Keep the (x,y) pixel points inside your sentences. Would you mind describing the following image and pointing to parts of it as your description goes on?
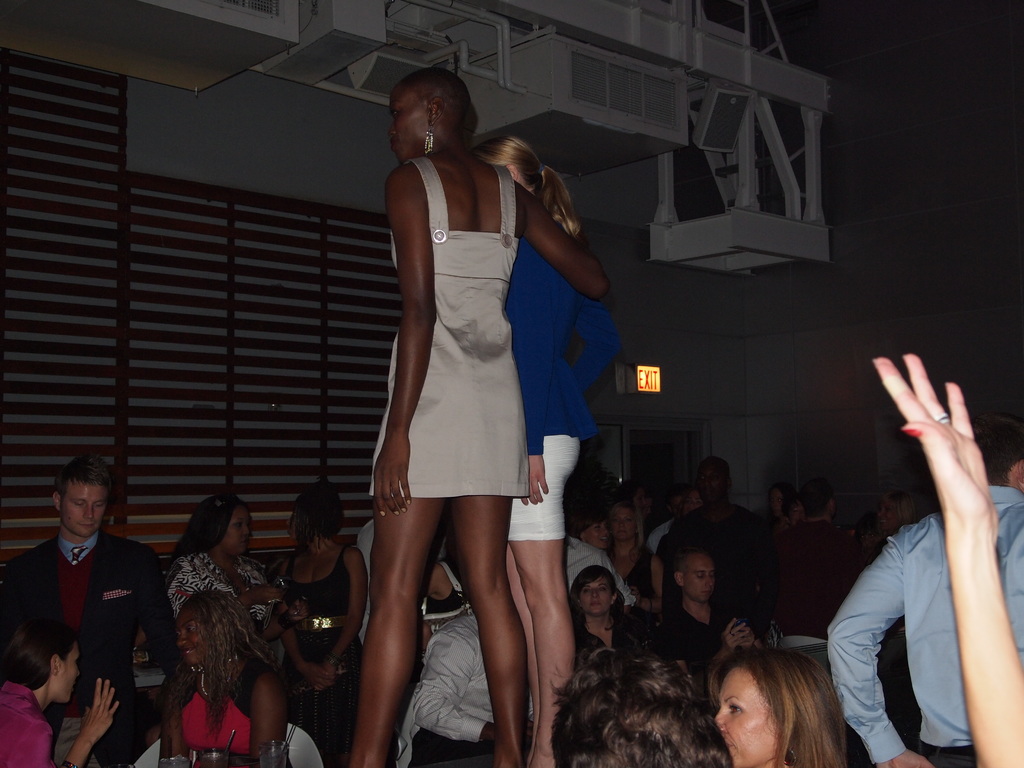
In this image we can see two ladies (524,392) standing. At the bottom (211,703) there are people (489,718) sitting. In the background (234,168) there is a wall (244,205) and a door (659,433).
